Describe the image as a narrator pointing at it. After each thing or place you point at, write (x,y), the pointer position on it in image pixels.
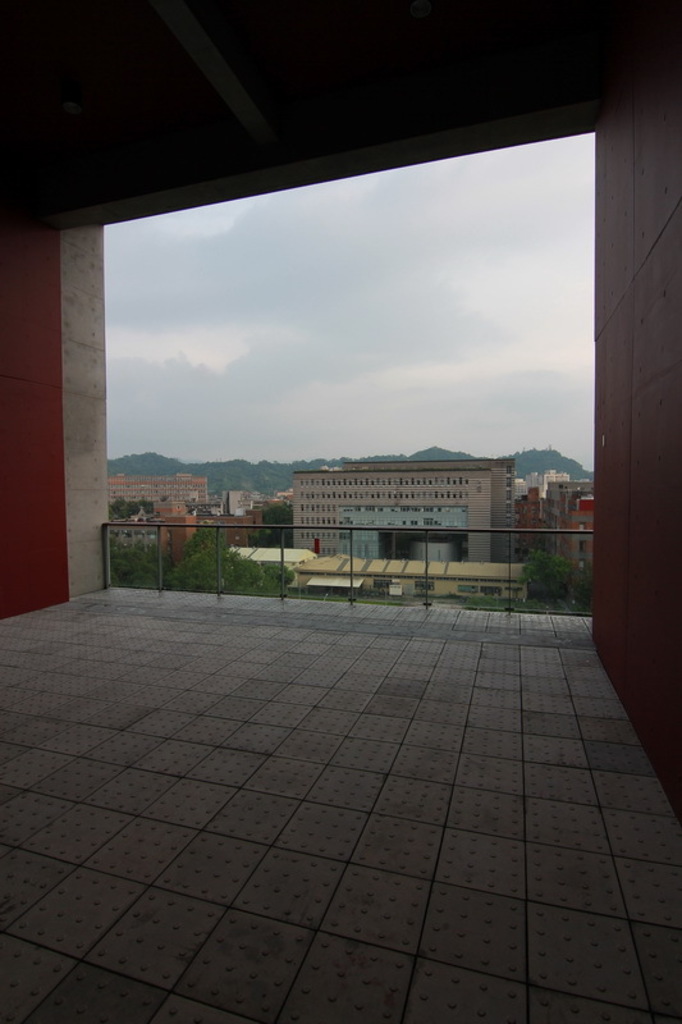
This is an inside view of a shed (121,147). On the right (651,448) and left side of the image (26,372) I can see the walls (638,319). In the background (299,504) there are some buildings (244,504) and trees (228,567). On the top (306,319) I can see the sky (357,388).
